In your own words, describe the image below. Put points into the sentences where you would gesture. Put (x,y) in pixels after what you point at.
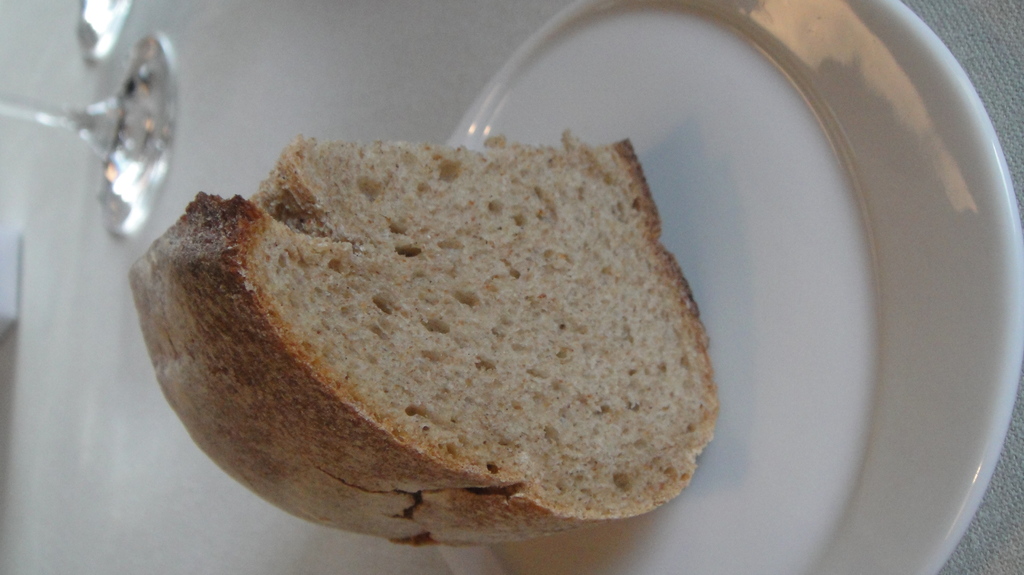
In this image I can see a white colour plate (918,264) in the front (871,561) and on it I can see a piece of a bread (681,343). In the background (161,158) I can see a glass (129,80) and I can see this image is little bit blurry in the background (131,153).
